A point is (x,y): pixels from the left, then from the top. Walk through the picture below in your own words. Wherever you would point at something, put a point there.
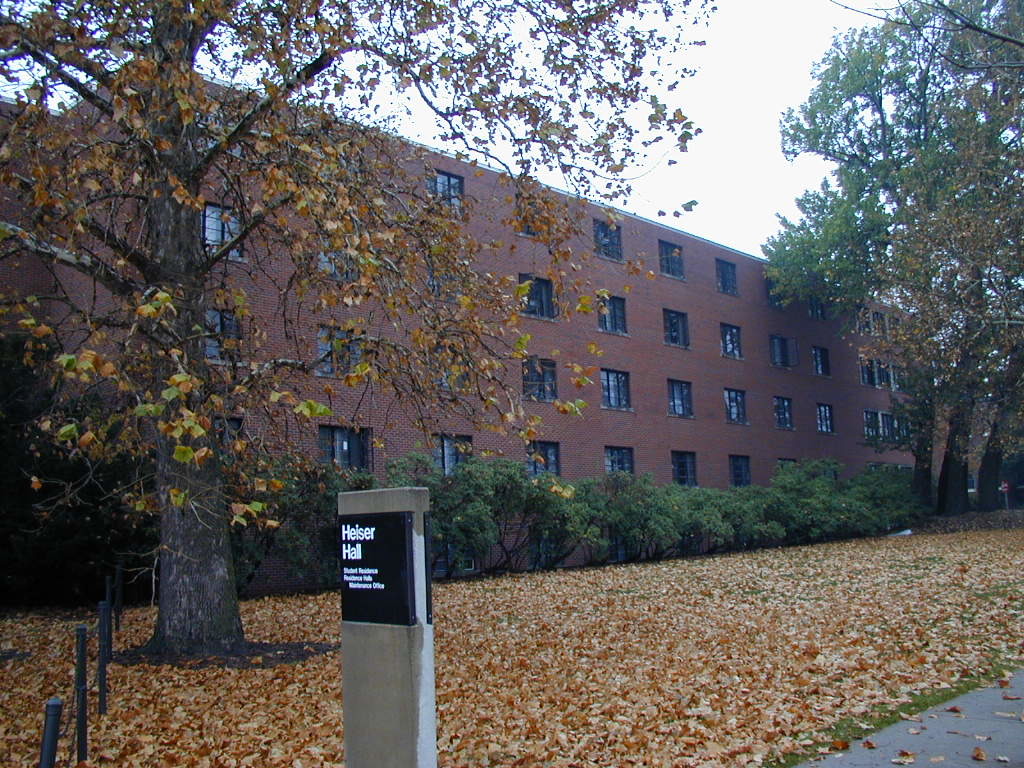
Here in this picture we can see a building (386,456) present and we can see windows (610,396) on the building (745,320) all over there and we can see plants (578,481) and trees (1021,218) present all over there and on the ground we can see leaves (254,692) present and on the left side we can see a railing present and in the middle (364,500) we can see a hoarding (344,596) present.
